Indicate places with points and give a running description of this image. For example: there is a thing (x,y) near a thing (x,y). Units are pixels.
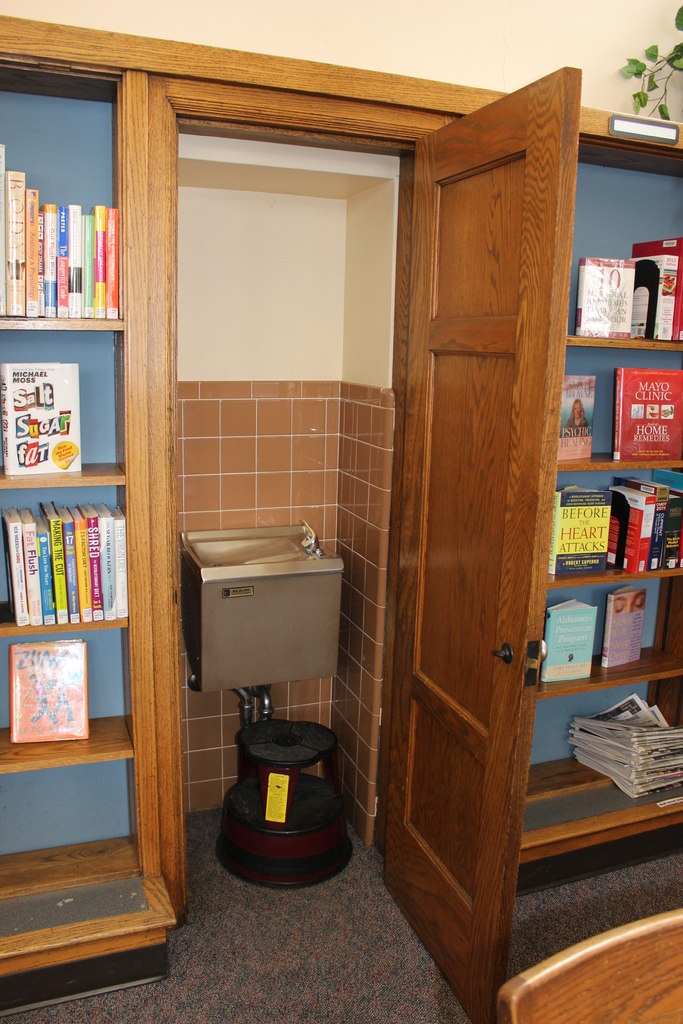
This picture is clicked inside the room (514,946). In the bottom right corner (560,955) we can see a wooden object (590,981). In the center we can see the cabinets (54,155) containing books (650,532) and we can see the text (646,391) and the depiction (56,689) of a person (580,412) and the depictions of some objects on the covers (46,377) of the books (95,278) and we can see the newspapers (612,750) in the cabinet (599,349). In the top right corner (648,83) we can see the green leaves (647,99). In the background (351,249) we can see the wall (278,270) and a wash basin (285,607) and some object (296,787) and we can see the wooden door (462,347).
